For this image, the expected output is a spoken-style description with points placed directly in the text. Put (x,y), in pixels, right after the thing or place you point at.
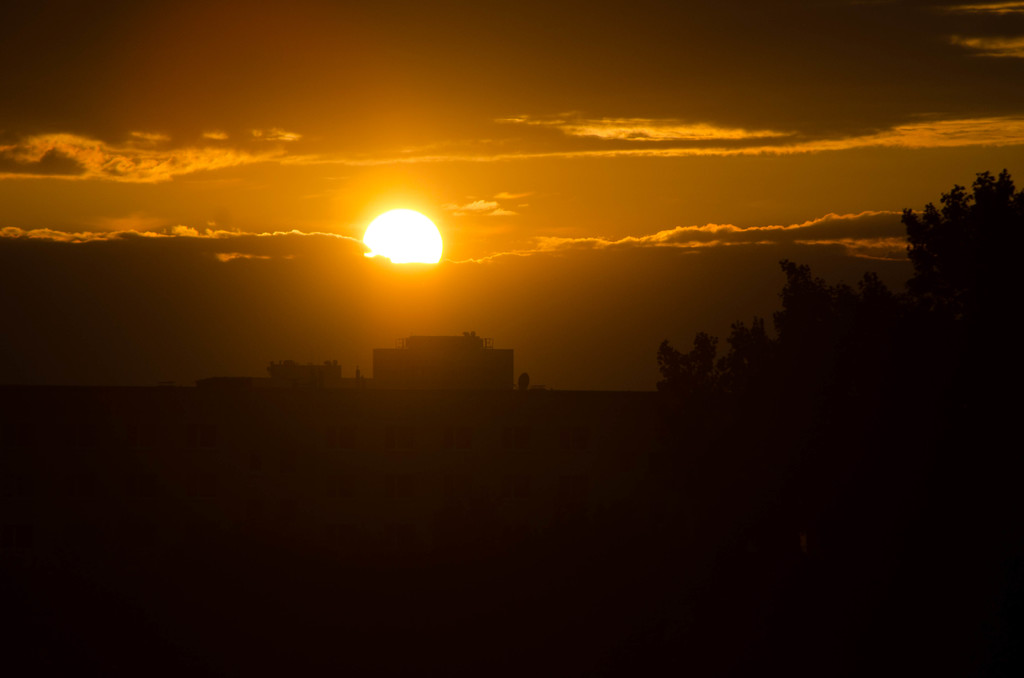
In the middle of the picture (434,382), we see the buildings (442,358). On the right side (937,313), we see the trees (935,300). At the bottom (505,541), it is black in color. At the top (570,193), we see the sky (643,195), clouds (625,240) and the sun (410,252).
